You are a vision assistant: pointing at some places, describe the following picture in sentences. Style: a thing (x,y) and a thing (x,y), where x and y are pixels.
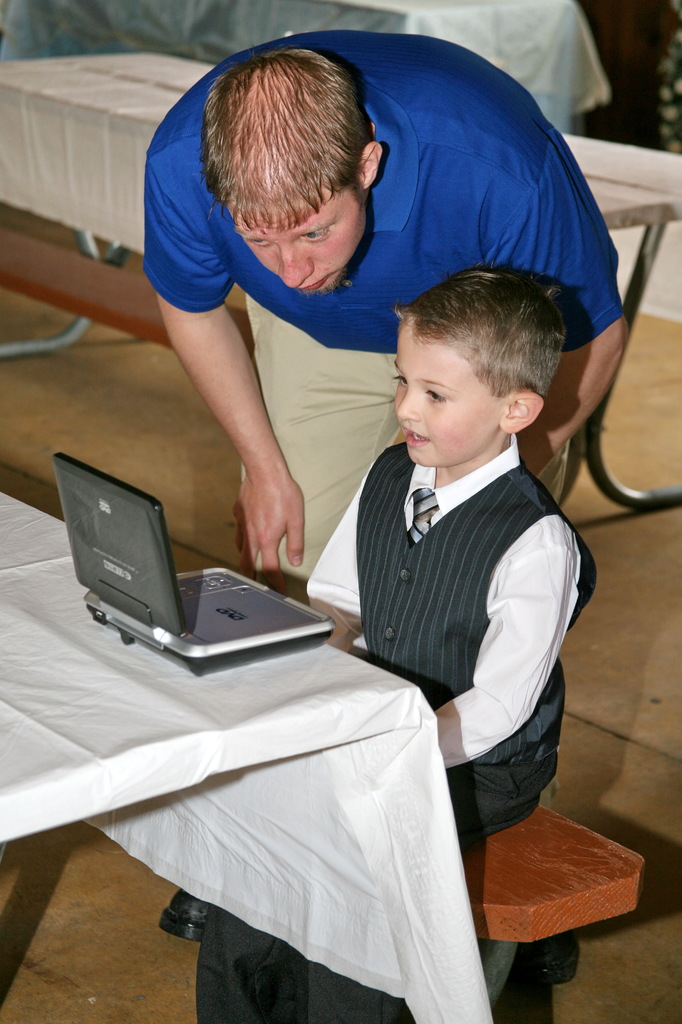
There is a kid (484,528) who is wearing a shirt (477,680), a vest (465,539) and a tie (422,531), sitting on a bench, there is a DVD player (86,517) placed in front of him and he is speaking to the person (370,358) who is behind him, he is wearing blue color shirt (302,326) and cream color trouser (272,406), in the background (116,161) we can see a table (80,133), a bench (80,284).
